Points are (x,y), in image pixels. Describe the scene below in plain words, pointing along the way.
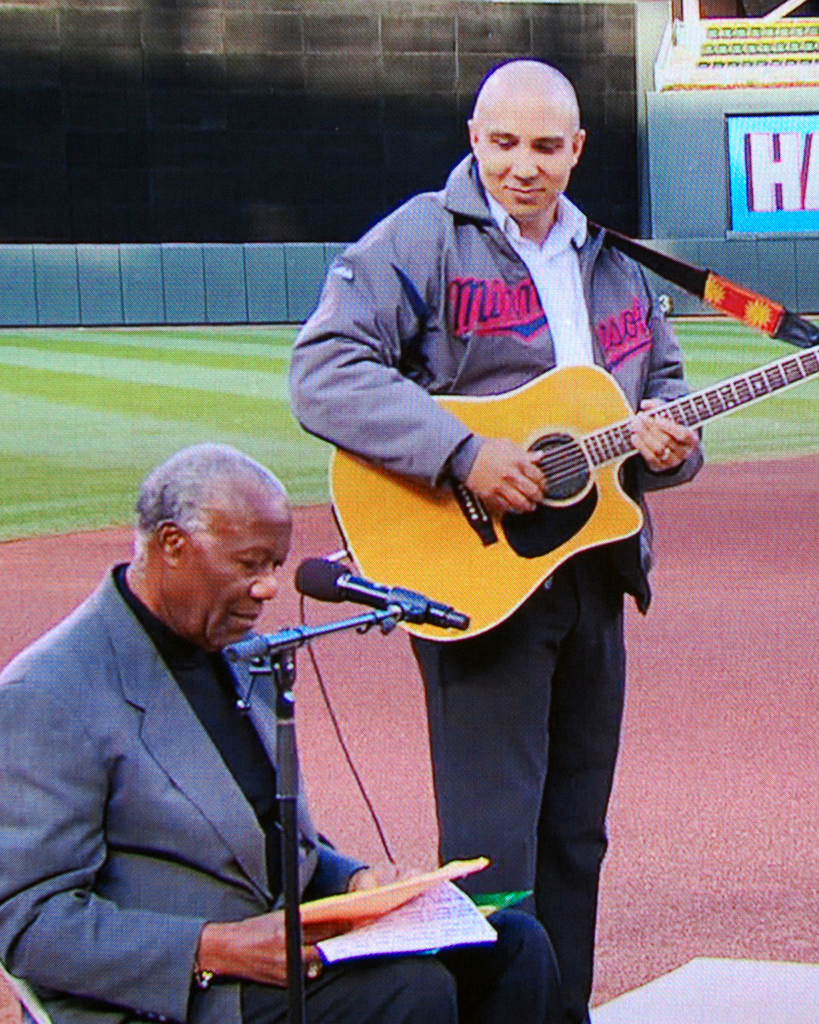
This man (514,296) wore jacket (489,313) and playing guitar (592,470). This man (46,967) is sitting on a chair (23,1000) wore suit (181,919) and holding papers (414,950). In-front of this man (395,958) there is a mic (396,603) with holder (283,638). At background (298,429) there is a grass (163,425).
